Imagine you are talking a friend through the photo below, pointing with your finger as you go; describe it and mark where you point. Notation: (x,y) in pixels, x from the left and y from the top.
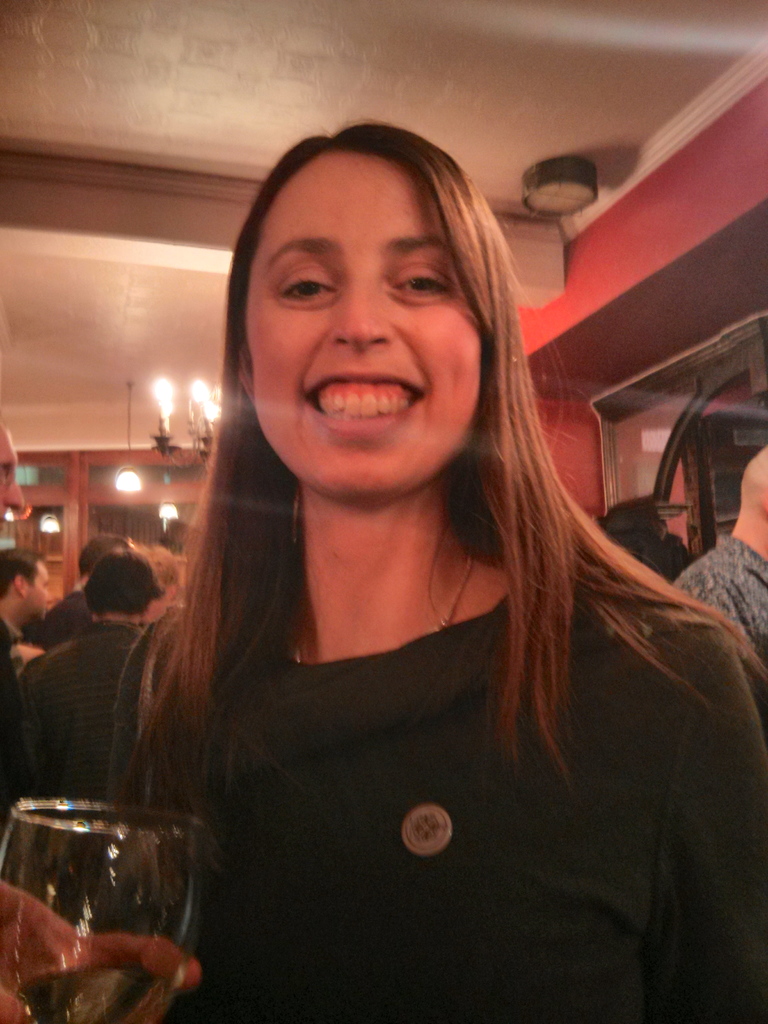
A woman (356,744) in the center of the image (485,353). She is giggling at the camera. She holds a wine glass (120,934) in her hand (65,950). There are few people (110,566) behind her. There is a Chandelier (163,444) to the roof (151,350). There is a man (751,566) behind her.
